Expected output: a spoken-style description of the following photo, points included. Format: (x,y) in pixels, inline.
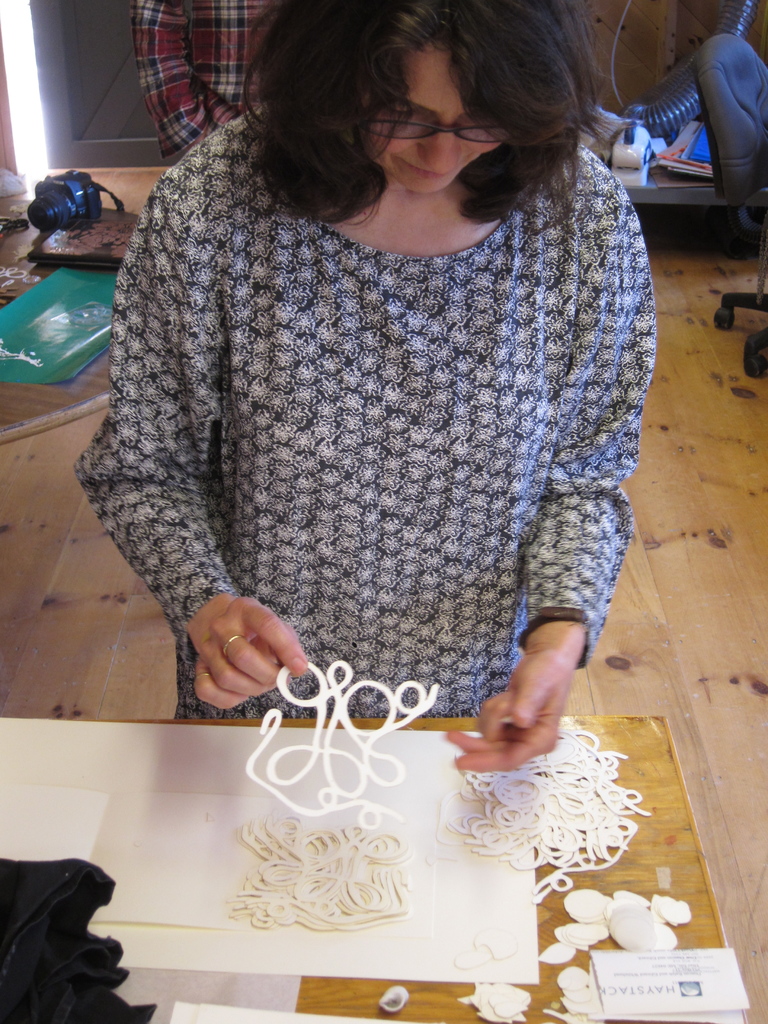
In this image we can see two persons (388,305), among them one person (329,362) is holding an object (340,709), there is a table (361,850) with some objects (303,868) on it and we can see some other objects (23,319) on the floor (90,691).
